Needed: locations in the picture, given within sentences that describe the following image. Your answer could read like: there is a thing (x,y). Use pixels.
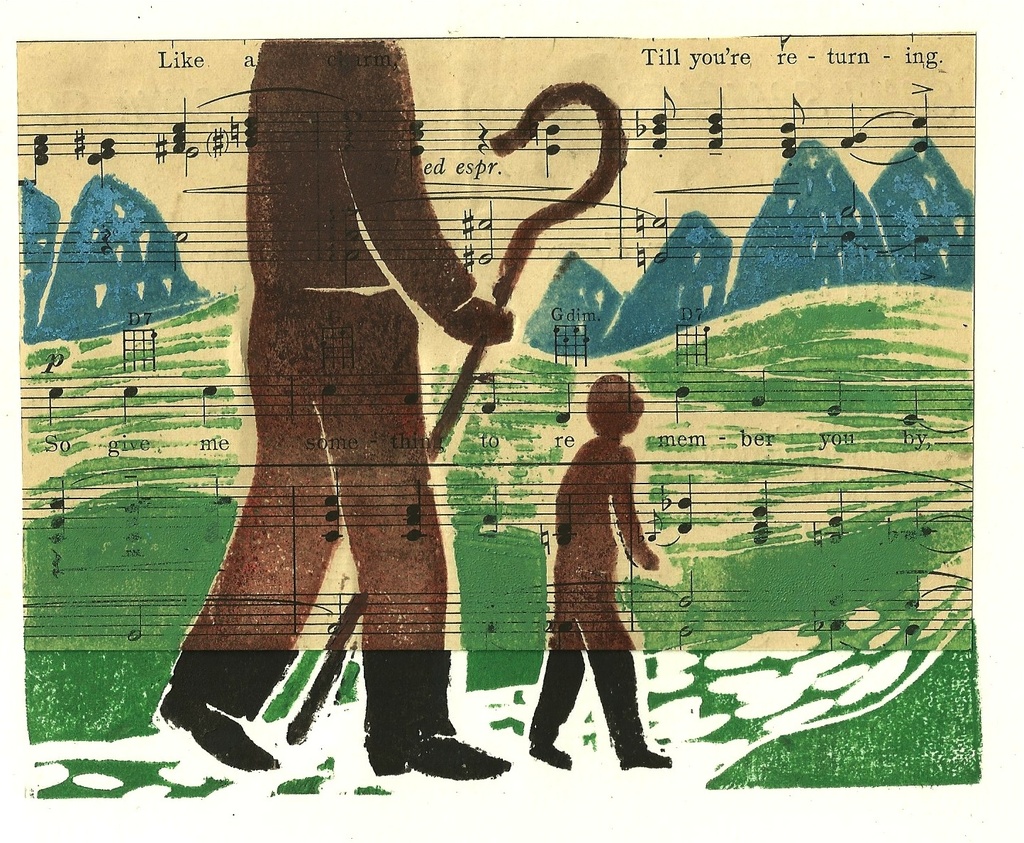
In the image there is a painting (442,418) of two persons (286,421) and one of the person (376,106) is holding the stick (512,289). On the painting (485,312) there are musical symbols (451,494) and blue hills (58,295). Below the hills (27,278) there is a green painting (957,411). To the top of the image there is something written on the painting (120,577).
